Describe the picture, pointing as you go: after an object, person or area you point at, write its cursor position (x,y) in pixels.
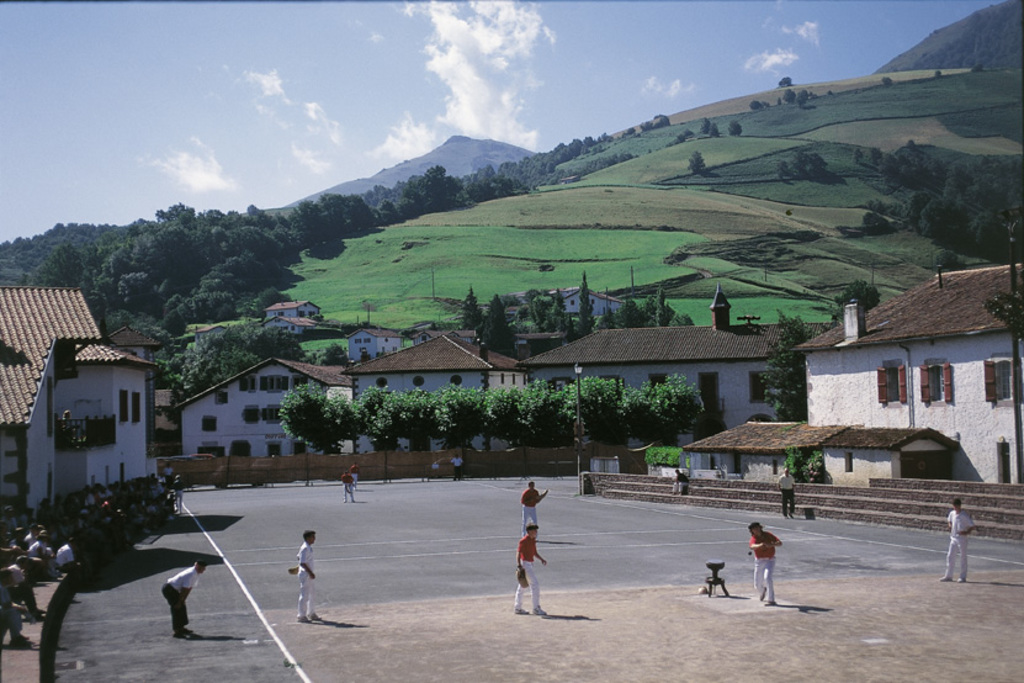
This picture is clicked outside. In the foreground (773,596) we can see the group of people (960,519) seems to be standing on the ground (822,545). On the right (723,482) we can see a person (682,482) sitting on the stair (704,488). On the left (91,531) we can see the group of people (101,530) seems to be sitting on the chairs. On both the sides we can see the houses (988,345). In the center (352,436) we can see the fence (568,456), planter (660,457), lamp post (578,368), trees (503,413) and the houses (585,336). In the background (202,85) we can see the sky (453,93) with the clouds (530,138) and we can see the hills (838,122), trees (188,227), plants (219,338) and the green grass (578,232).
